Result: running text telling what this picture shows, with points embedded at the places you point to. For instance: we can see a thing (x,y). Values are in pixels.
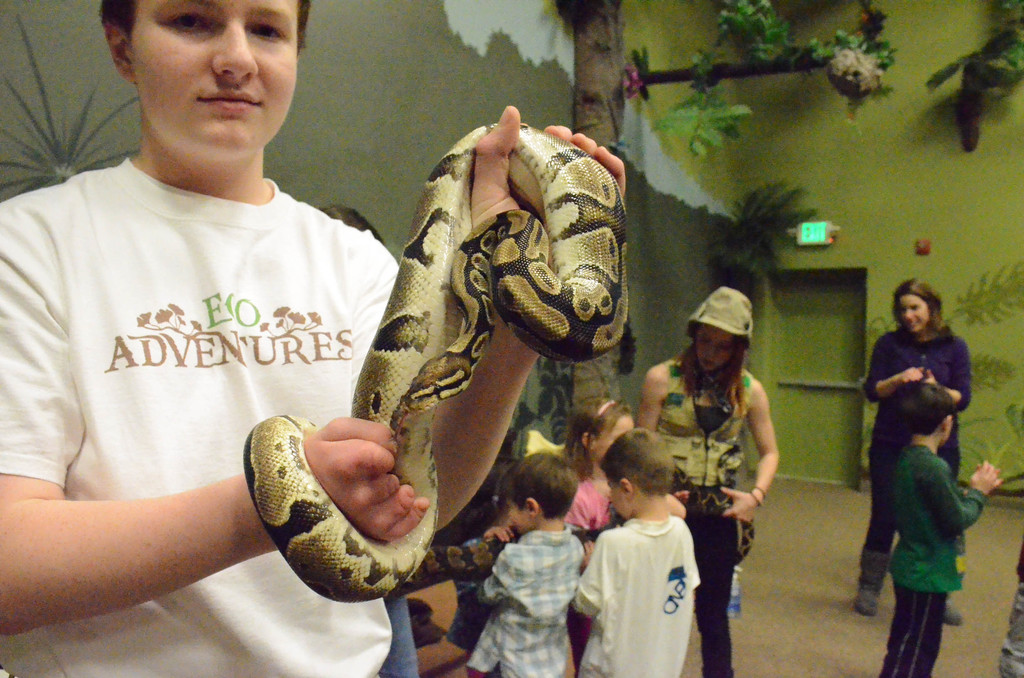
In this picture there is a boy (32,206) holding a snake (547,287) with both hands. There are few more children (507,541) behind him. In the backdrop (658,123) there is a tree (590,84) and a door (815,332) onto the right side (840,377).
